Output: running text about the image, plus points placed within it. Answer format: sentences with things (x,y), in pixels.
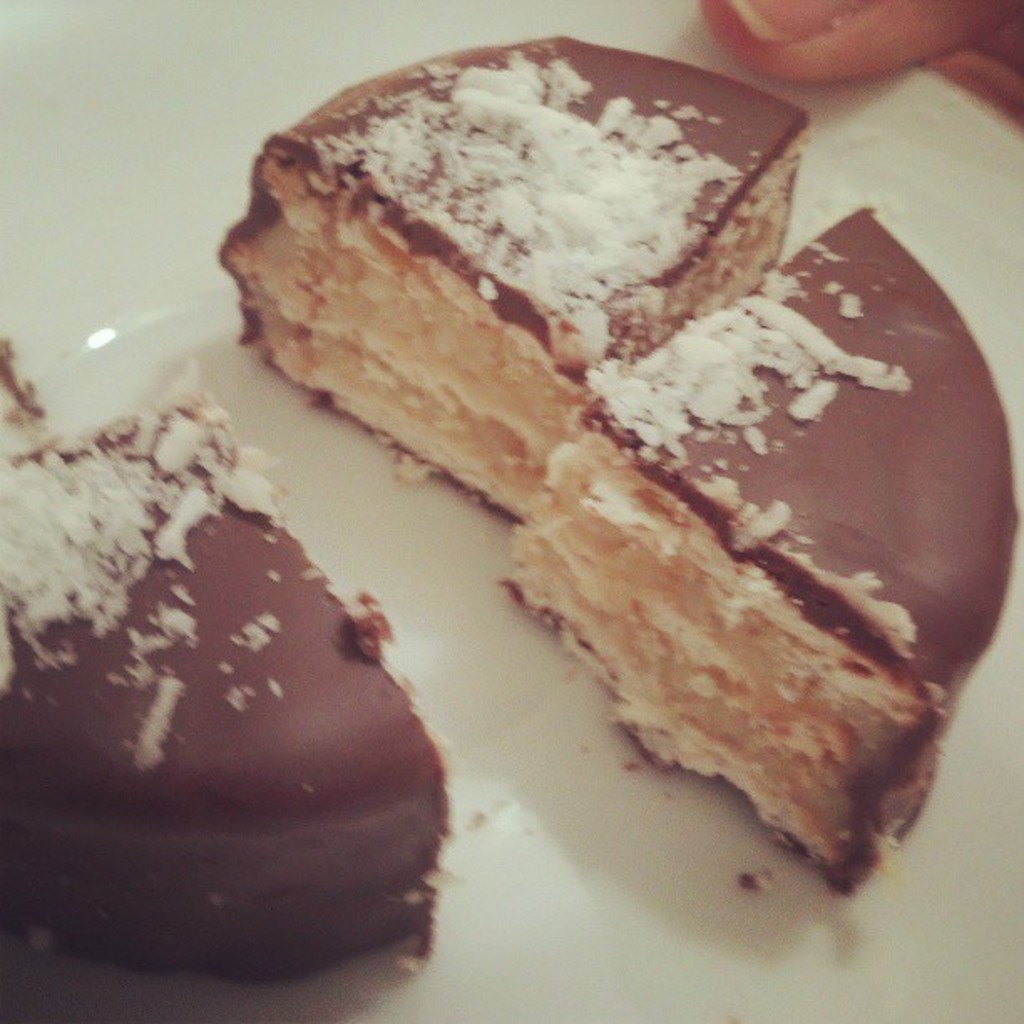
In this image we can see some pieces of cake (360,617) in a plate (512,777). At the top of the image (958,10) we can see the finger (934,62) of a person (934,62).
